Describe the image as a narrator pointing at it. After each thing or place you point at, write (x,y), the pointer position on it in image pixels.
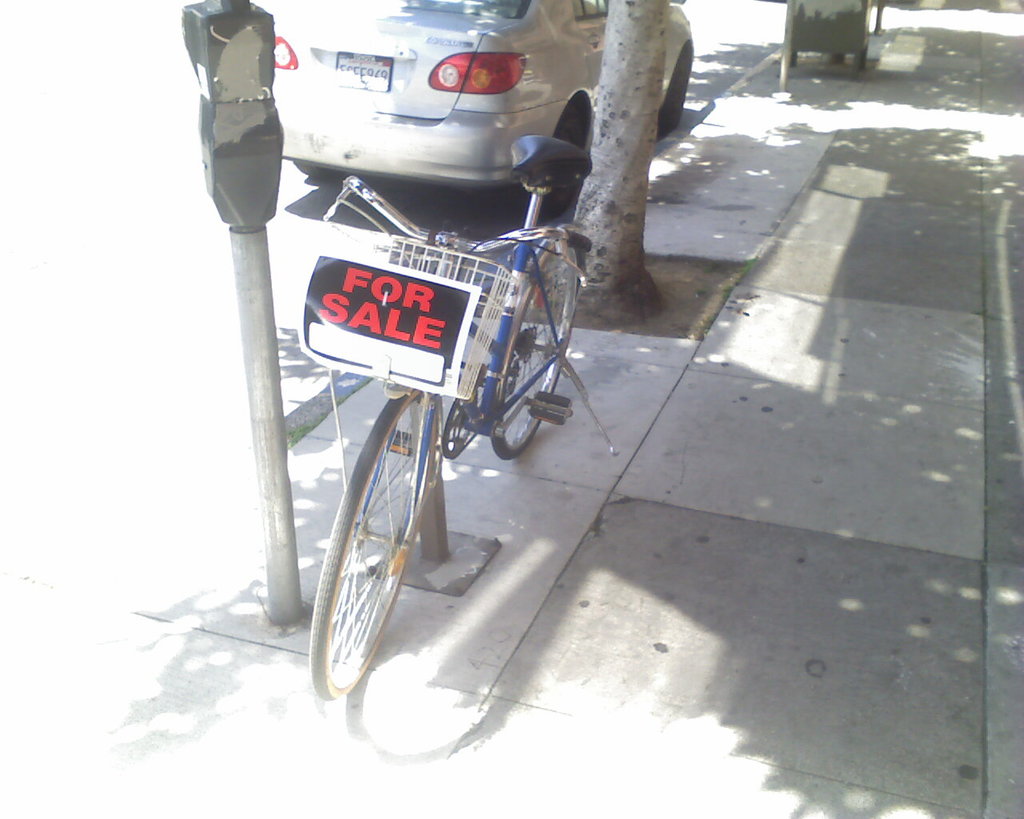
In this image we can see a bicycle (519,404) with a poster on the pavement (632,360) and a car (515,18) on the road (225,464), there is a parking meter (252,341) beside the bicycle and there is a tree (635,112) behind the bicycle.
